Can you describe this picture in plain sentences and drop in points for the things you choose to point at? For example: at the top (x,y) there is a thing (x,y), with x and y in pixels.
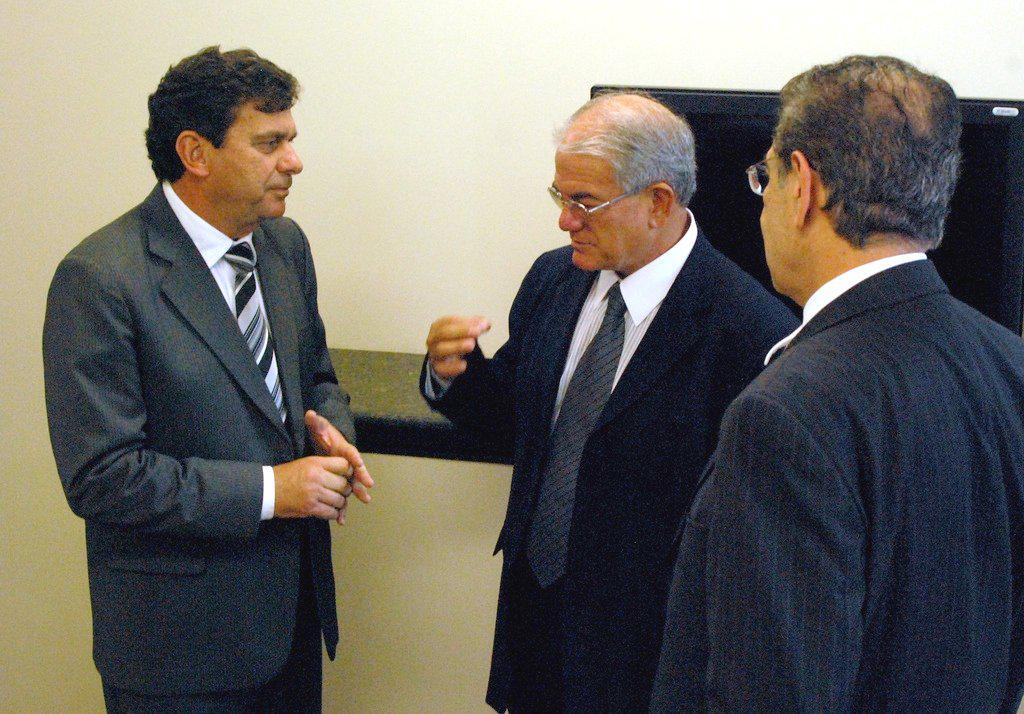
There are men (567,409) standing in the foreground area of the image (620,257), it seems like a screen (759,94) on a desk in the background (715,94).
